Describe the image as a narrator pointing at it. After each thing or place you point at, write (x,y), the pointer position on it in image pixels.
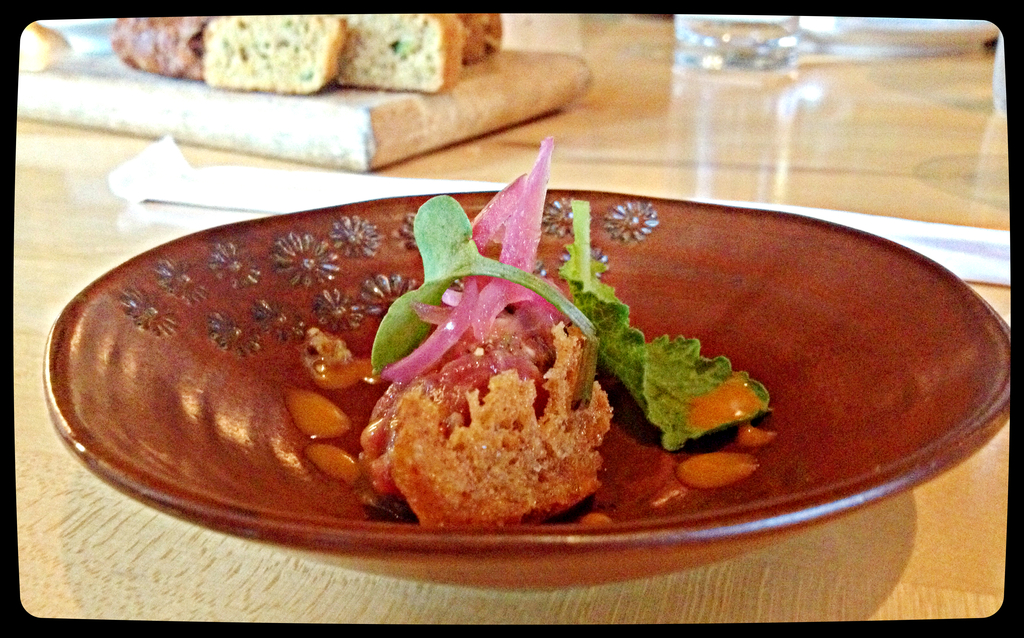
In this image I can see few food items (402,435) in the bowl (759,500) and the food items (652,360) are in brown, green and pink color and the bowl (640,445) is on the cream color surface (682,151). In the background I can see few food items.
